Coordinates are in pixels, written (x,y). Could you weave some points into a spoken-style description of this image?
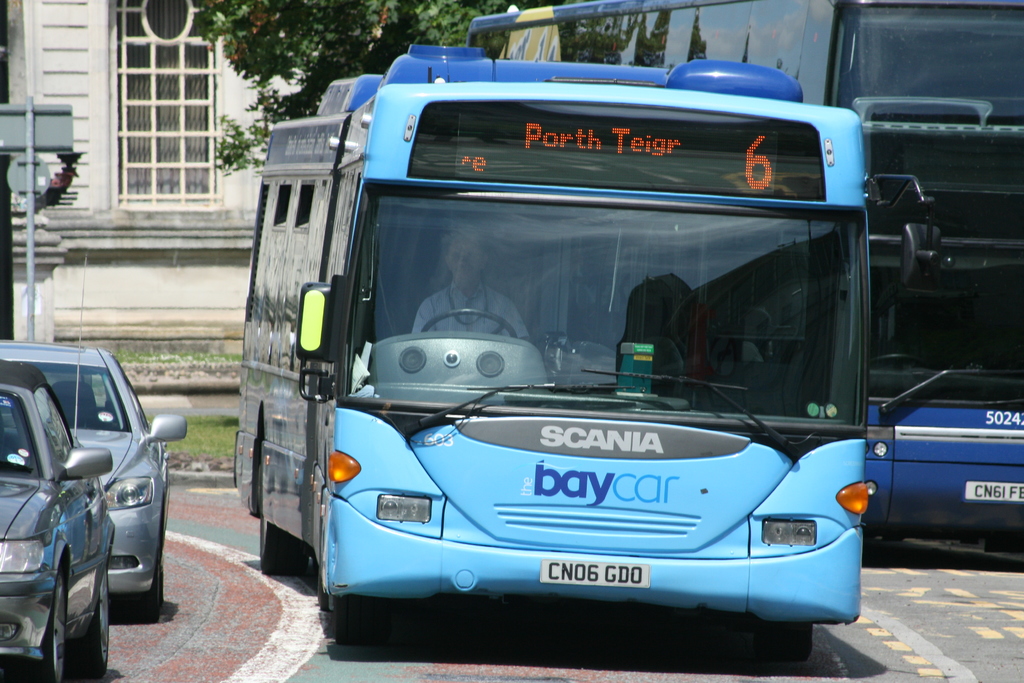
In this image there are two buses (400,318) and two cars (77,537) are moving on the road (657,637). In the background (201,87) there is a building (147,139), pole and trees (269,103).
